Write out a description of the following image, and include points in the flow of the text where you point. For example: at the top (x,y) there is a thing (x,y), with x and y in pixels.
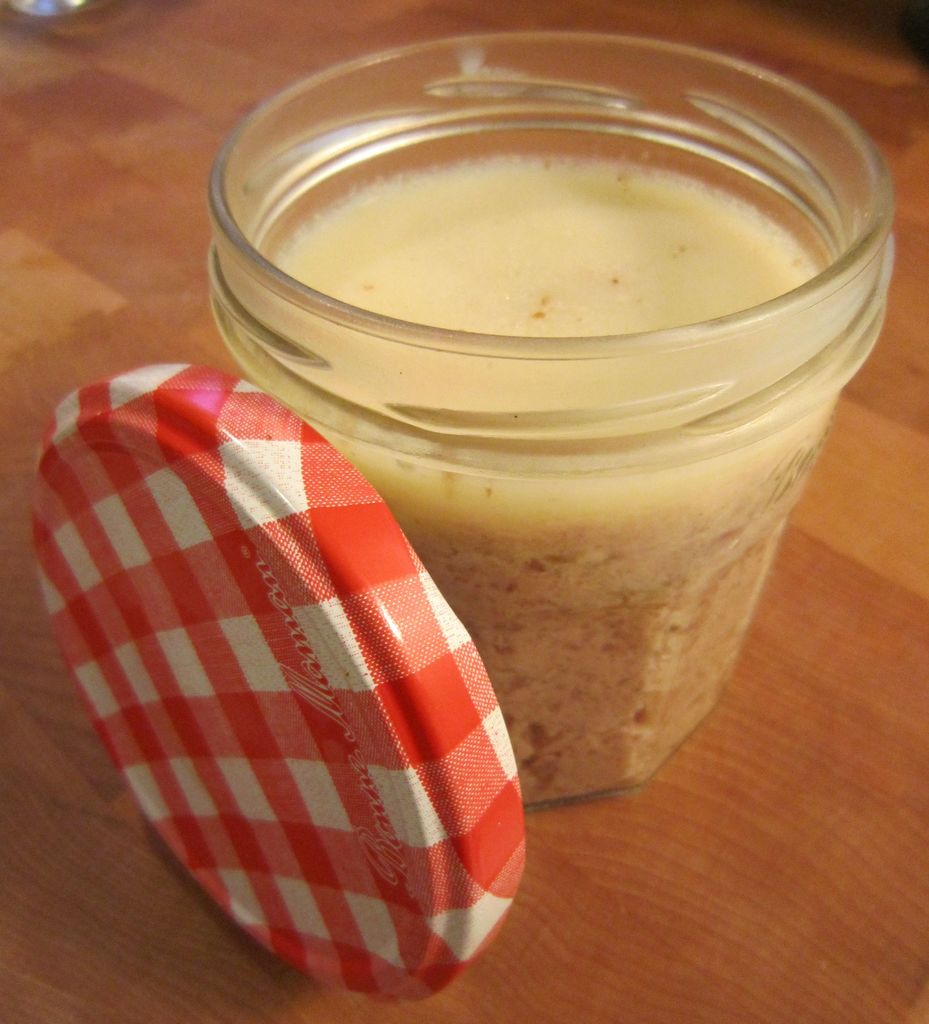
In this image, we can see a jar (553,416) with liquid (501,294) and there is a cap (375,674) on the table (663,865).
